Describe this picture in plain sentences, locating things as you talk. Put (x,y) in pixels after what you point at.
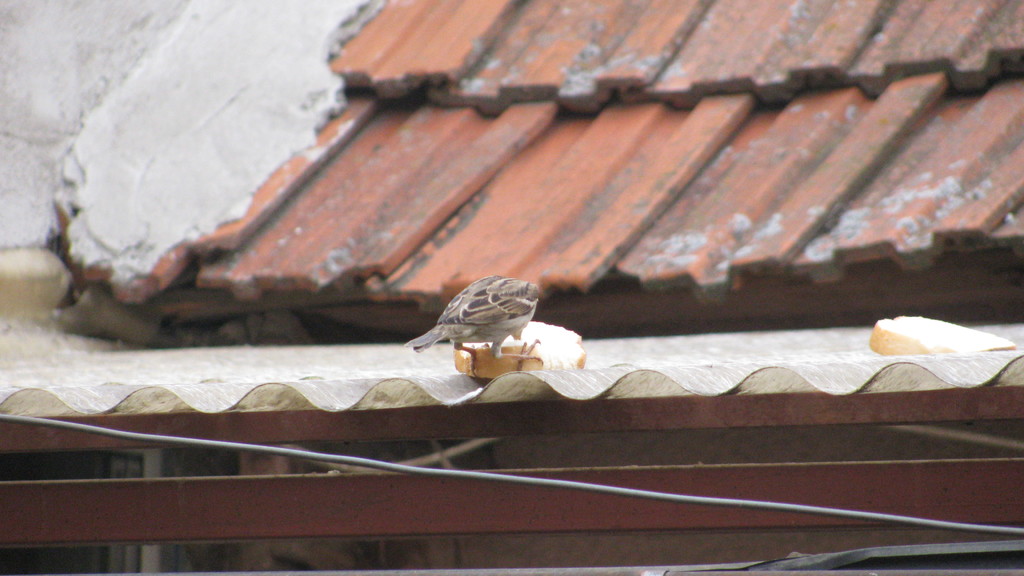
In this image we can see the roof (478,102) of the building (653,111). We can see a bird (500,318) sitting on the bread piece (513,339). There is a bread (902,341) at the right side of the image (889,343). There is a cable (525,478) in the image.
